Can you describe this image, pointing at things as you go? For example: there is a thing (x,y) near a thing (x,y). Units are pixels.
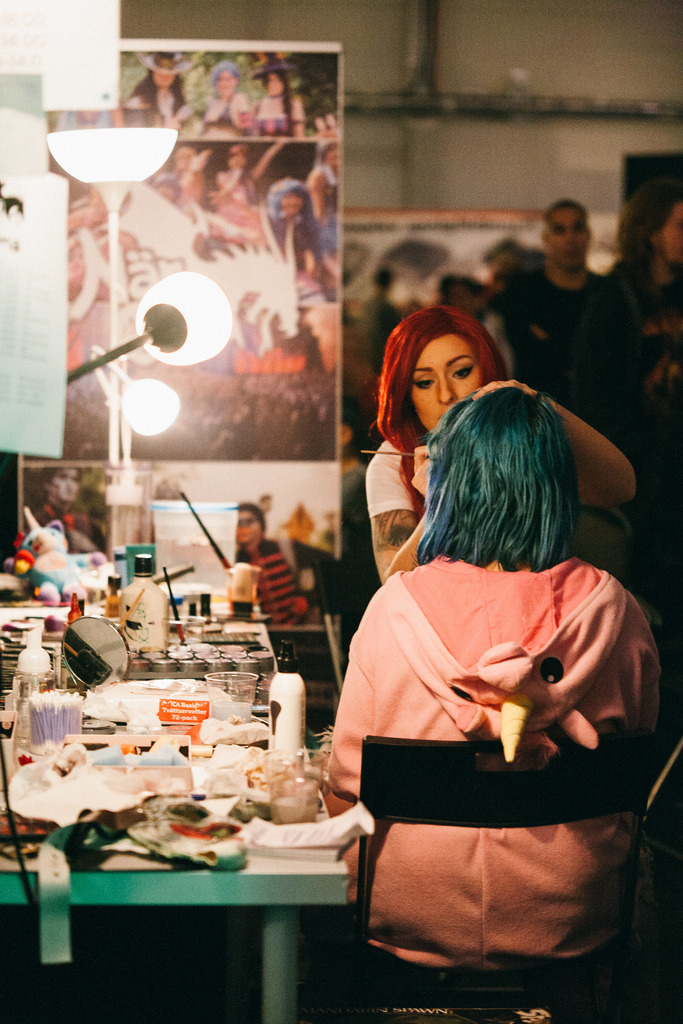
In this picture we can see a group of people (485,835), here we can see posters (318,623), bottles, mirror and some objects (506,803) and we can see a wall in the background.
